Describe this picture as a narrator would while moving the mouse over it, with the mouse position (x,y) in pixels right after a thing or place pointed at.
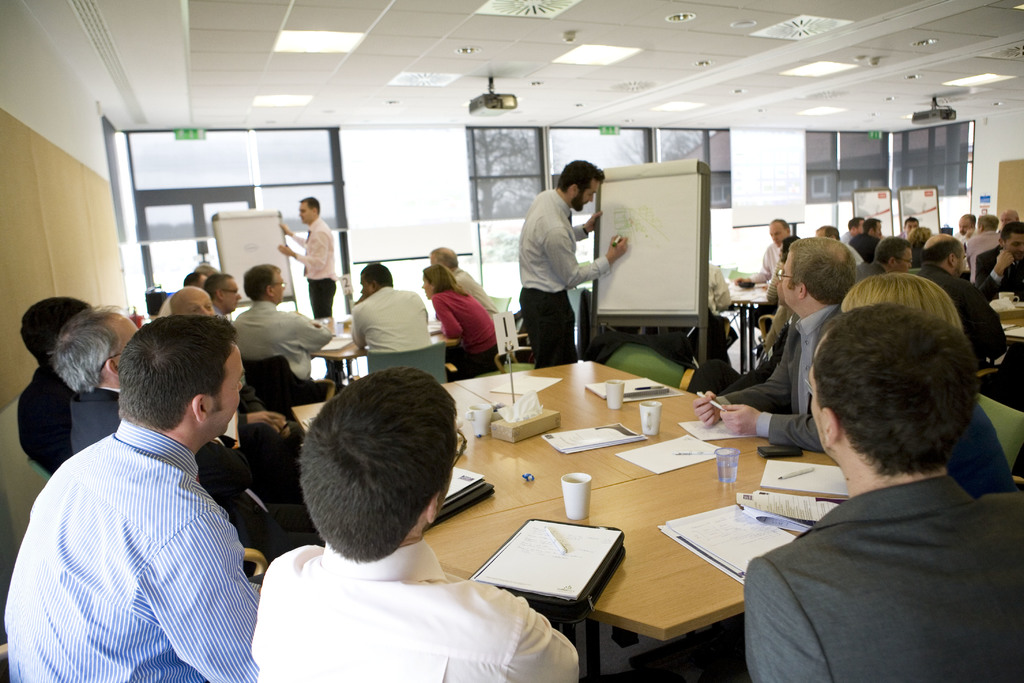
In this picture we can see some persons (198,623) are sitting on the chairs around the table (653,510). And here we can see two persons (565,353) standing and explaining something on the board (671,232). On the table (642,603) there are paper (722,523), cups (569,501), and files (479,484). And in the background (100,189) there is a wall (86,197). And these are the lights (600,47).
